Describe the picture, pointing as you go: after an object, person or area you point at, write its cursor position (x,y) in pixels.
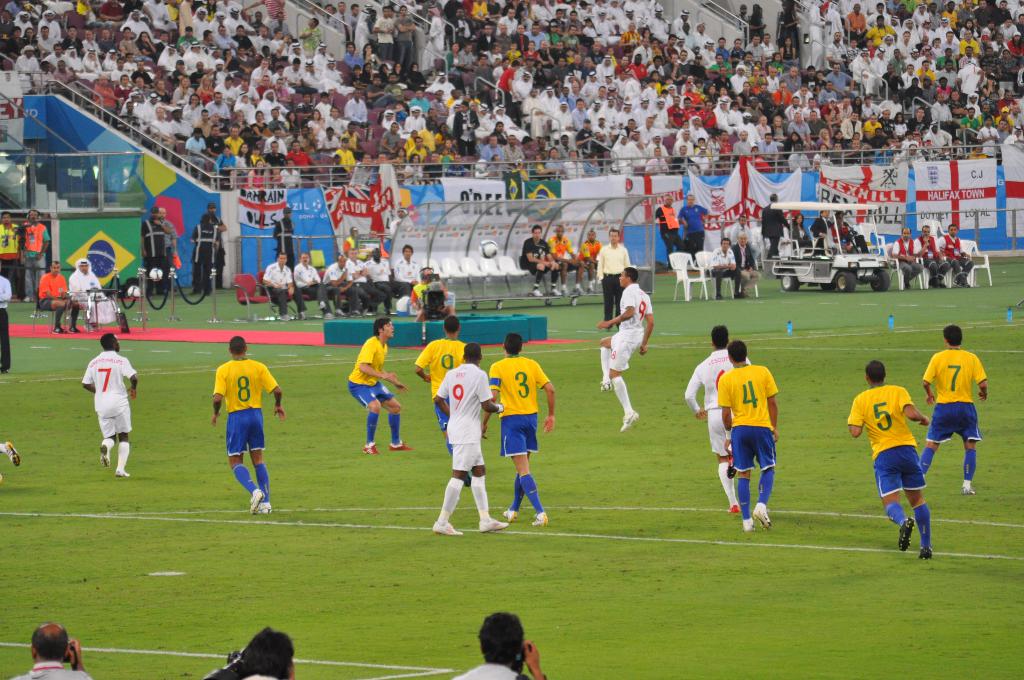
In the image we can see there are lot of people (427,272) standing on the ground (601,563). There are other people (559,249) sitting on the chairs (505,274) and there are people (820,239) sitting in the vehicle (805,265). There are spectators (423,177) sitting and watching them.
